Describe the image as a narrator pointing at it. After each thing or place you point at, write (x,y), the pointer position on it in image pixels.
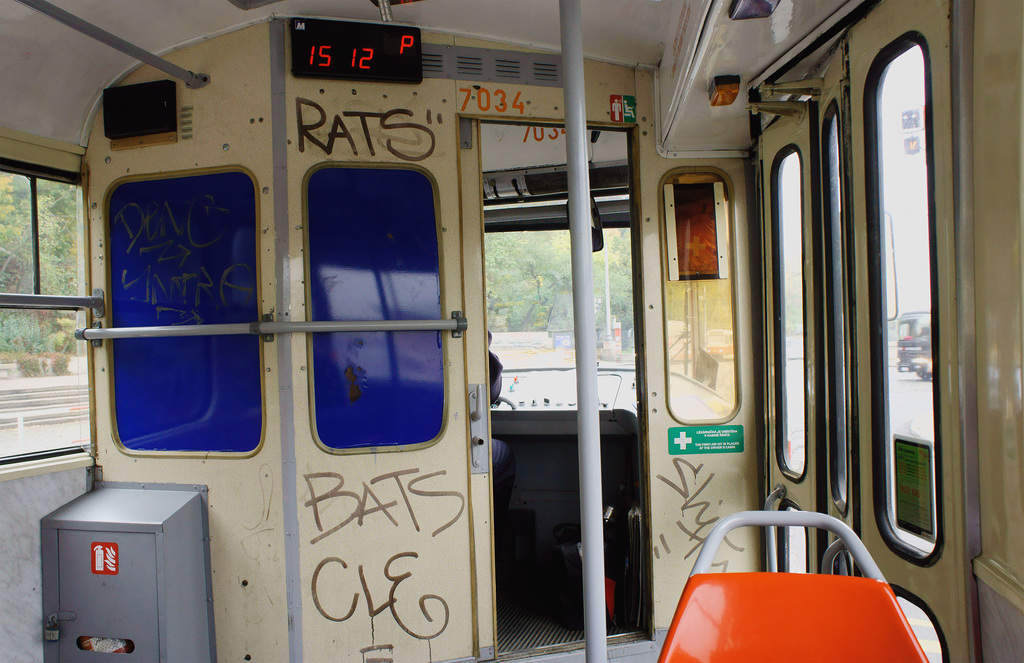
In this image we can see inside of a vehicle (746,410). There are doors (800,319), windows (506,316), iron rods (582,403). Also there is a box (145,538) and a chair (716,612). On the wall (366,553) something is written. And there is a screen (387,66). Through the windows (797,286) we can see trees (615,307) and another vehicle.
